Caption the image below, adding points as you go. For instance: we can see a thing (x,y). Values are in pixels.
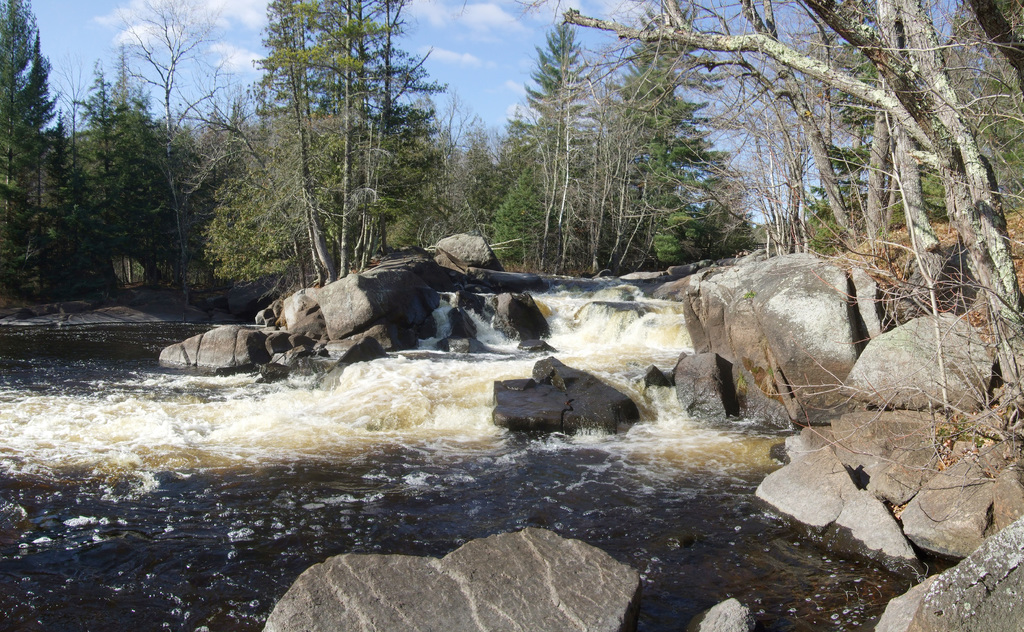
In this image there is a river (425,440) in middle of this image (382,380) and there are some stones (363,305) are in middle of this image (571,389) and on the bottom of this image (464,600) as well. There are some trees (539,235) in the background (457,169). There is a sky (440,31) on the top of this image (449,43).
